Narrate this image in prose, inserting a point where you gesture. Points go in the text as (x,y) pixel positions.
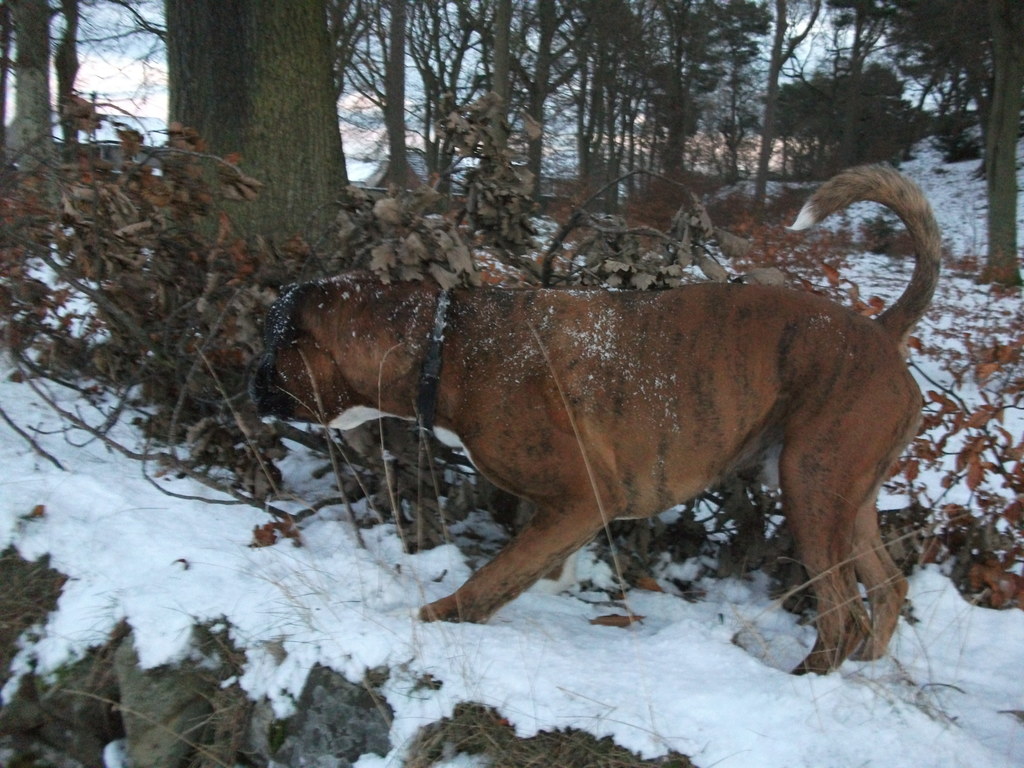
In this image there is a dog (458,423) standing on the snow (476,540) in the center (546,496). In the background (296,240) there are dry leaves (342,233) and there are trees (637,104). On the ground (203,560) there is snow (357,603).
